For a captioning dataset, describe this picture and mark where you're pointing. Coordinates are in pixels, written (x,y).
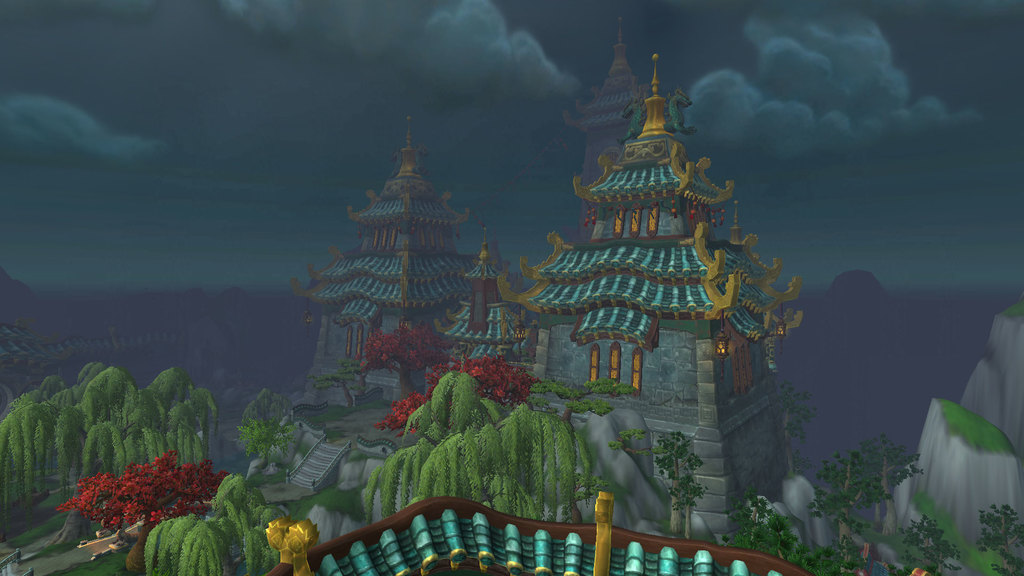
This is a video game image. In this there are buildings (558,323). In front of the building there is a step (317,466). Also there are trees (261,407) and flowering plants (186,480). In the background (355,103) there is sky (792,94) with clouds (859,88).
